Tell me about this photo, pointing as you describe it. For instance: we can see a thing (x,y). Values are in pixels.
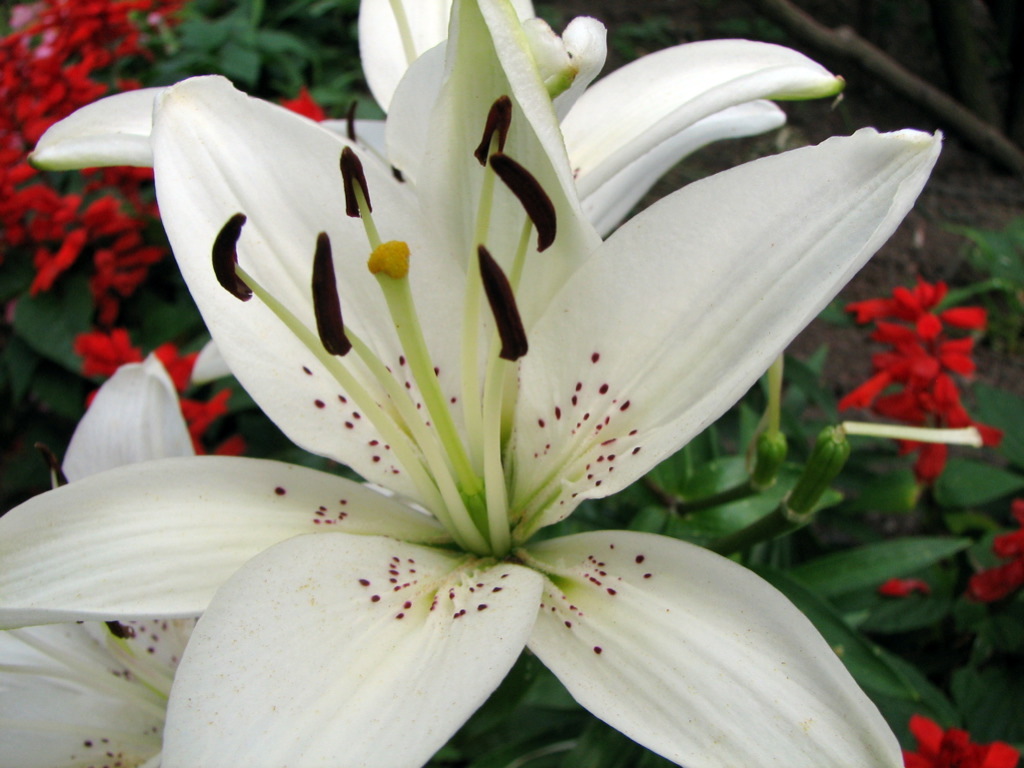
In this image, we can see a flower (495,264) which is in white color. On the right side (987,589), we can see a plant (990,435) with flowers (990,577) which are in red color. On the left side (74,45), we can see a plant (92,203) with some flowers (99,12) which are in red color. In the background (781,34), we can see a pole (988,126) and black color.
